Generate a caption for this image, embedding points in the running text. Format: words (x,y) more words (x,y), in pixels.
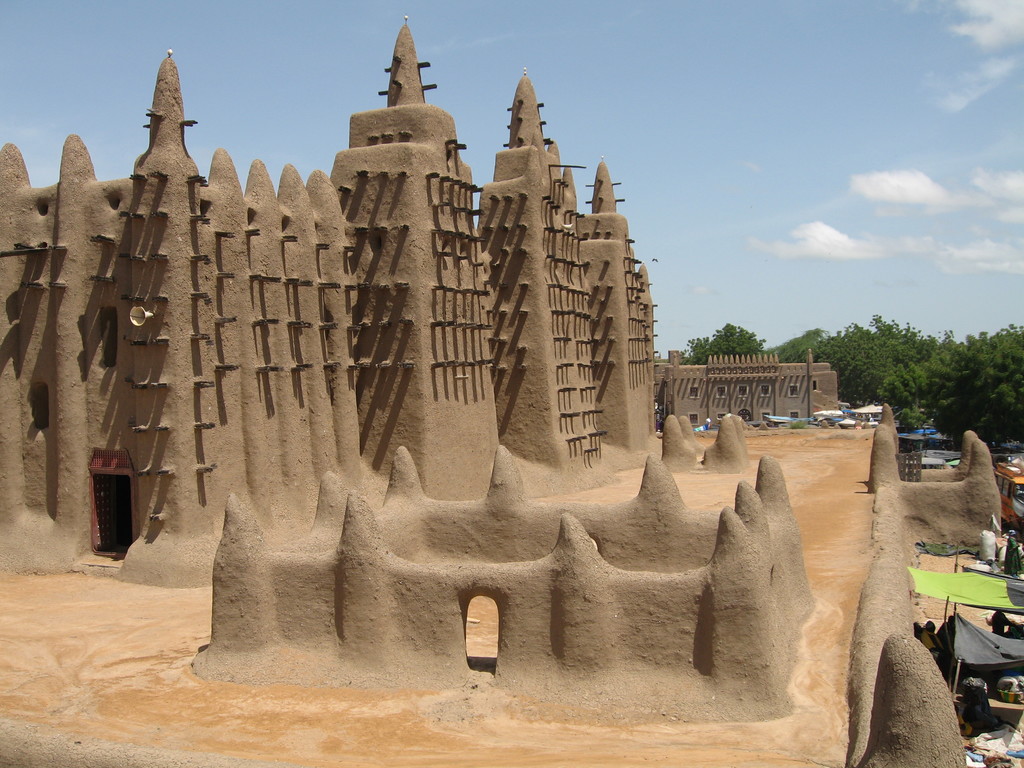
This picture is clicked outside. On the left (323,367) we can see the object (280,281) which seems to be the mosque (267,211). In the background (672,67) we can see the sky (623,144), trees (713,342) and building (791,391). On the right (1006,527) we can see the tents (1012,599) and many other objects (1009,754).
